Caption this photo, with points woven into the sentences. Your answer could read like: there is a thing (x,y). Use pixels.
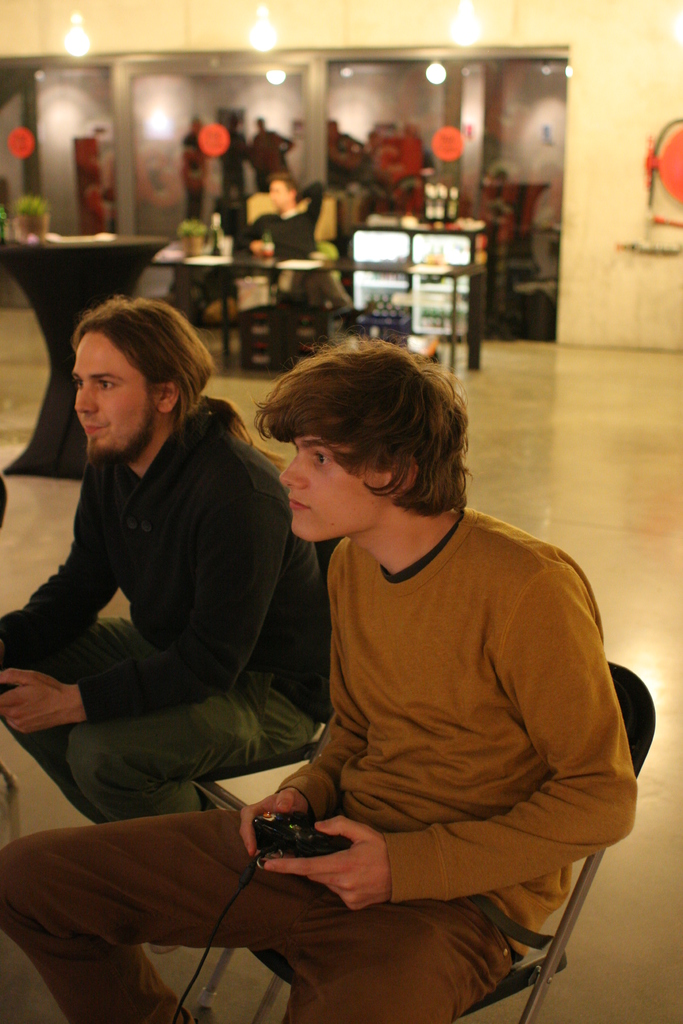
In this image we can see people (361,461) sitting. The man (339,898) sitting in the center (443,468) is holding a remote (298,830). On the left (35,263) there is a table (48,263). In the background (600,208) there is a wall (618,218) and we can see doors (306,122). At the top (69,32) there are lights (465,6). There is an object (417,256).
